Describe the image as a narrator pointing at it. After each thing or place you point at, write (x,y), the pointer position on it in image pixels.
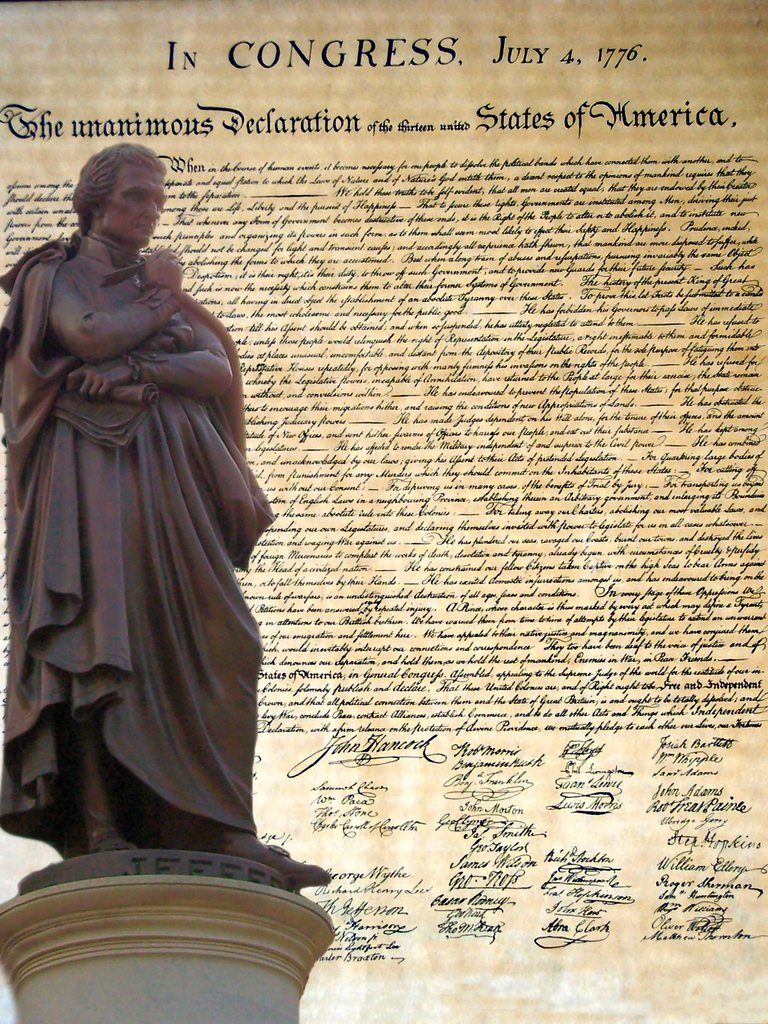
In this image we can see a statue (148,175). In the background (355,478) we can see text (526,426) written on a poster (367,657).
